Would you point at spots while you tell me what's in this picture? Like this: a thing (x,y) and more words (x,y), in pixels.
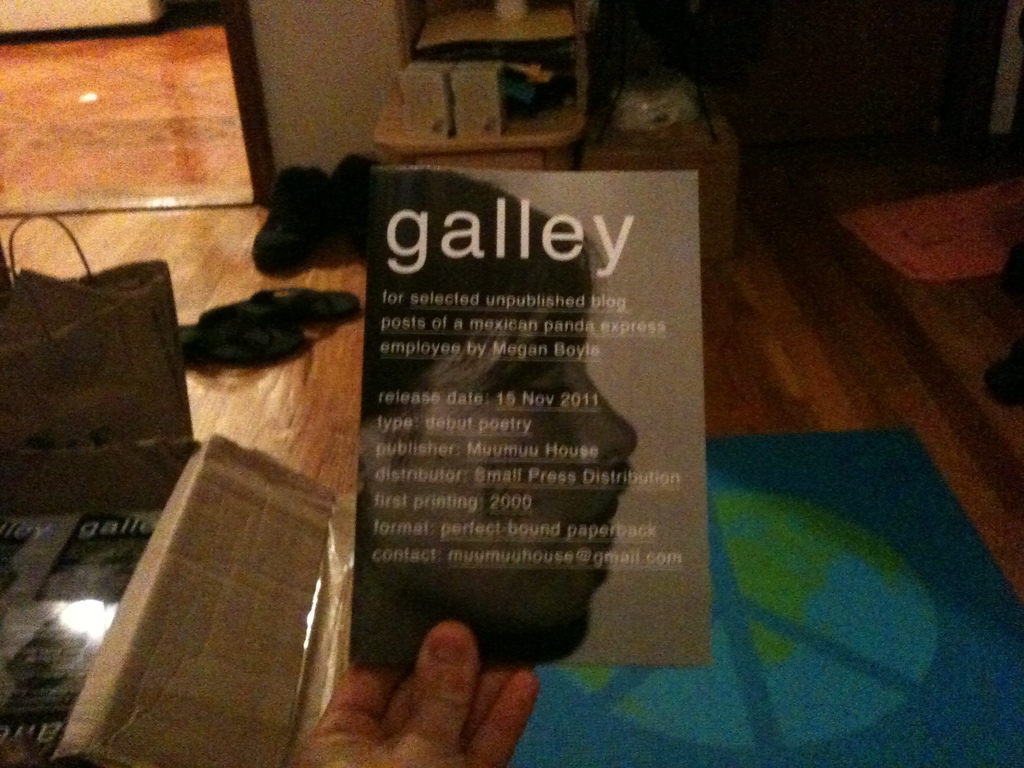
In a room (183,319) there is a bag (76,387) and footwear (211,351) on the floor (204,373) and there is a black card (462,404) in the hand (429,690) of a person (429,690) and in the background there is a shelf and speakers (466,75).
